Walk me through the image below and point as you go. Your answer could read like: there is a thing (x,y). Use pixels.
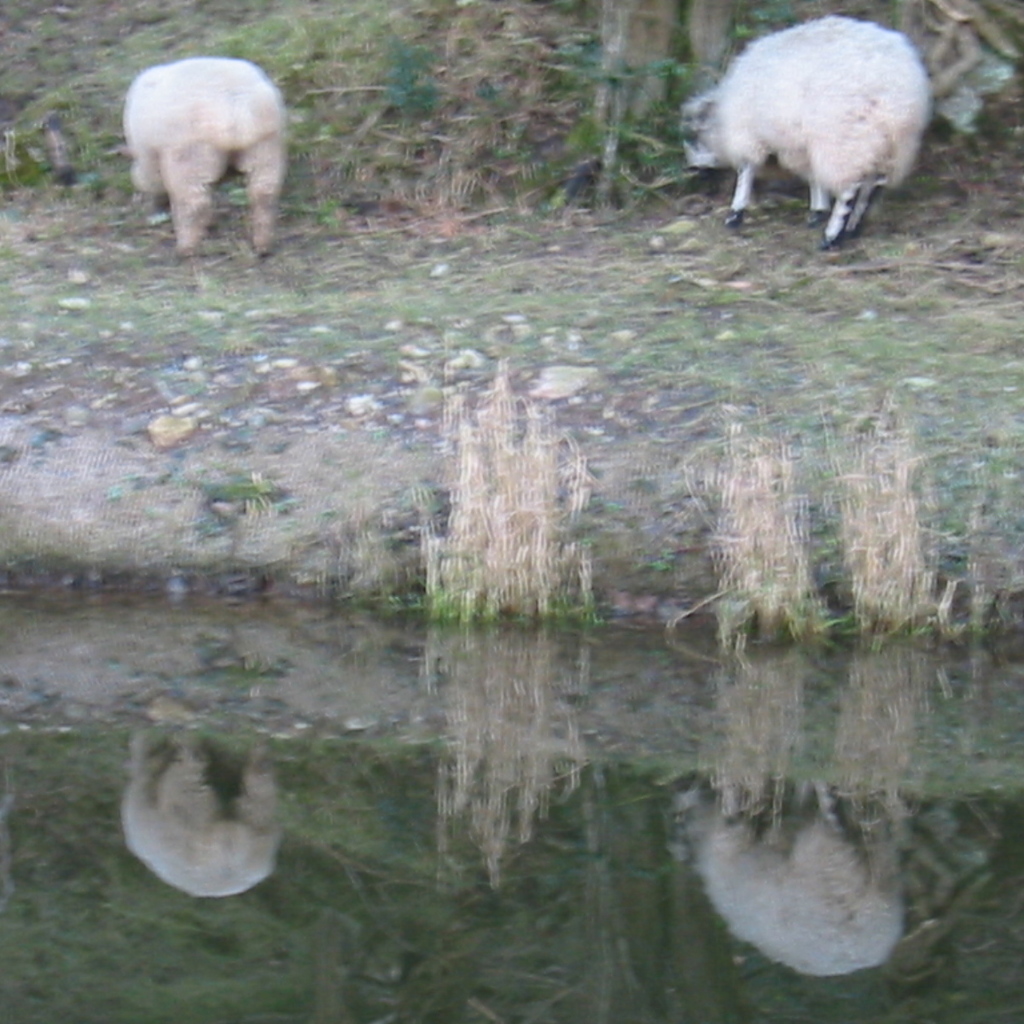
In this image in the foreground (477,757) there is water body (314,708). In the background (305,170) there is plants (658,110). Two sheep (268,143) are grazing here.
